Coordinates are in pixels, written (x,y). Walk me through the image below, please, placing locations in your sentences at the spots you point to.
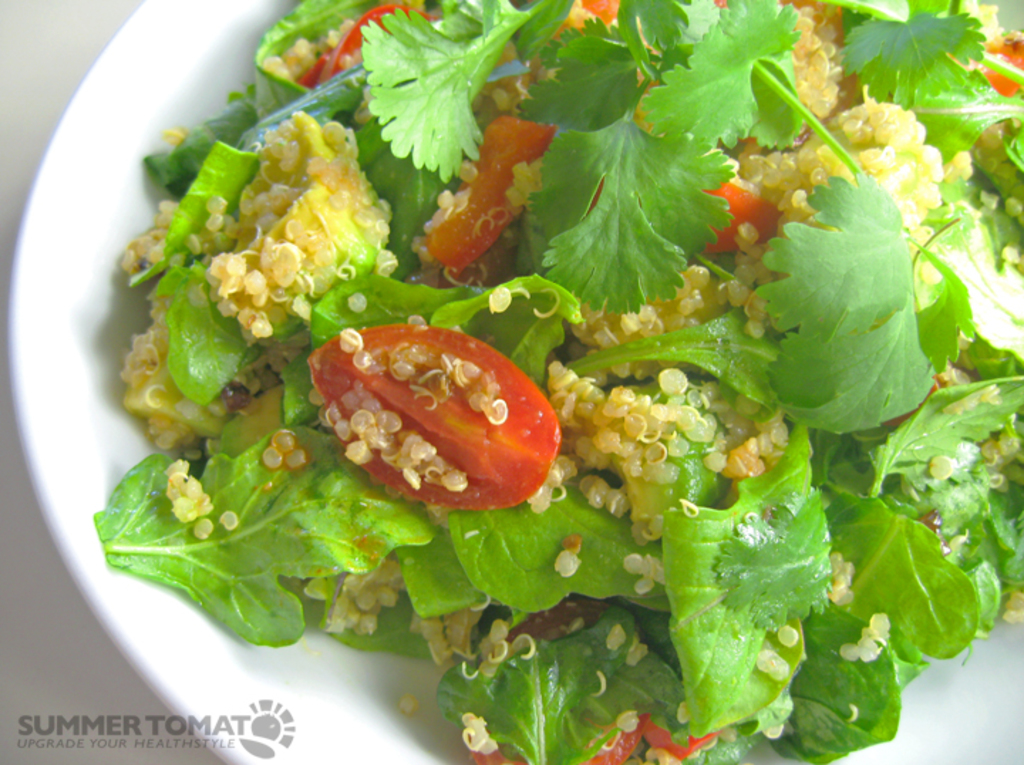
In this picture I can see the food (624,374) in a plate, in the bottom left hand side (133,719) I can see the watermark (166,720).
